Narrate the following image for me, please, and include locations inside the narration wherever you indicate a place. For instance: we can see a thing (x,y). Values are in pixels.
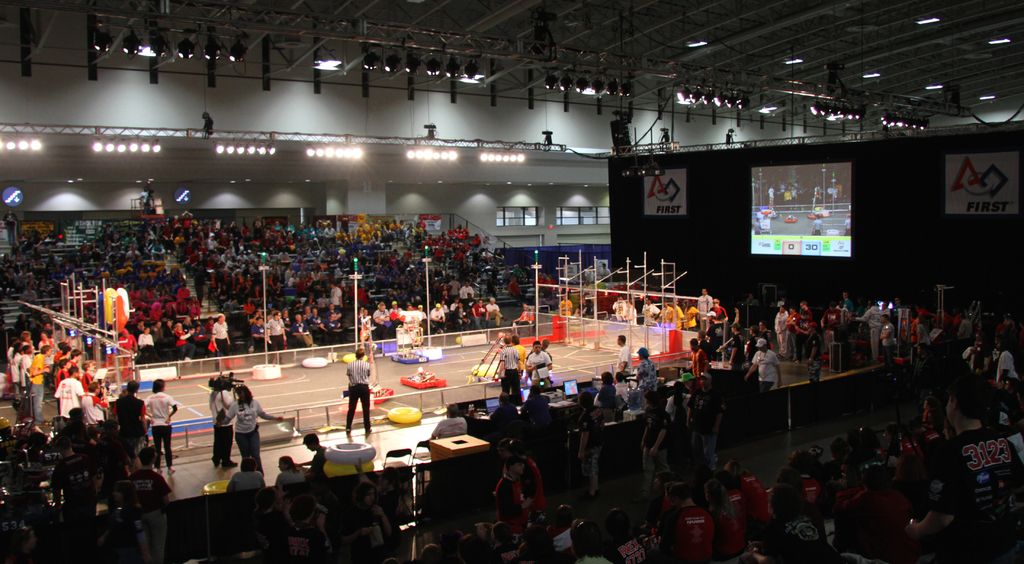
The picture is taken in an indoor stadium (12,43). At the bottom (912,496) there are people (691,488) sitting in chairs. In the center of the picture (396,333) there are people (355,387), poles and other objects (125,303). In the background (308,259) there are people (240,238) and lights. On the right (846,291) there are people (985,366) and a projector screen (802,172). At the top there are lights (771,110) to the ceiling (625,38).
